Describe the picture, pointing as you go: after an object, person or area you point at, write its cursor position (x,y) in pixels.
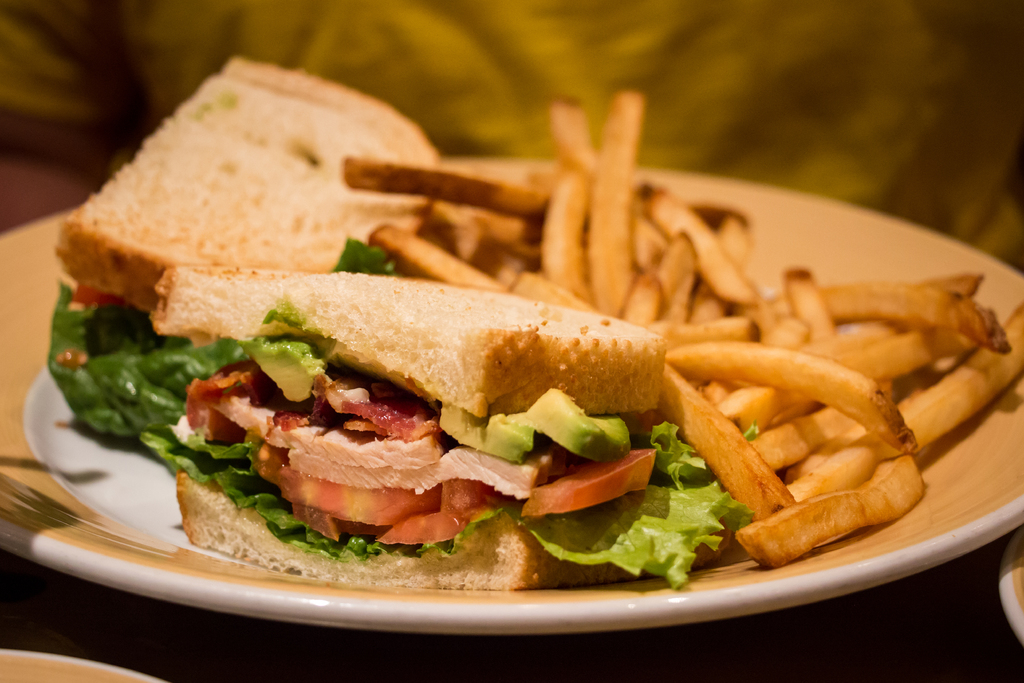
In this picture we can see a plate (479,632) with food items (83,307) on it and some objects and in the background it is blurry.
